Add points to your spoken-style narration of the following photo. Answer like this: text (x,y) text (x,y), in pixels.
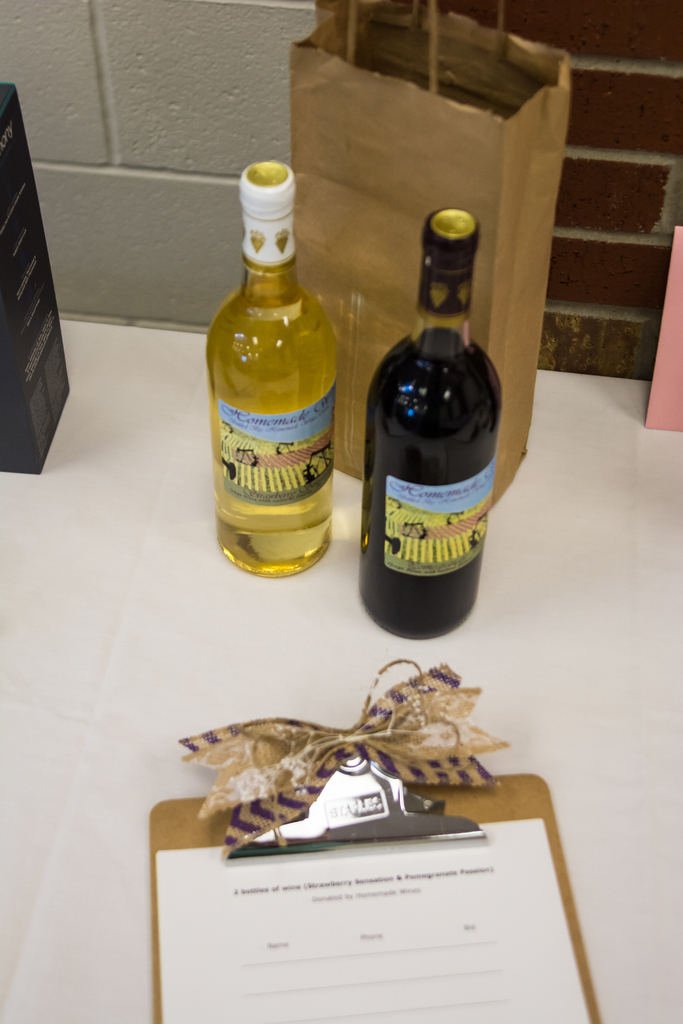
The picture is inside of the room (495,277). There are two bottles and one examination pad (507,813) is there. There is a paper (474,844). We can see in the background (523,163) there is a wall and paper bag (516,155).
